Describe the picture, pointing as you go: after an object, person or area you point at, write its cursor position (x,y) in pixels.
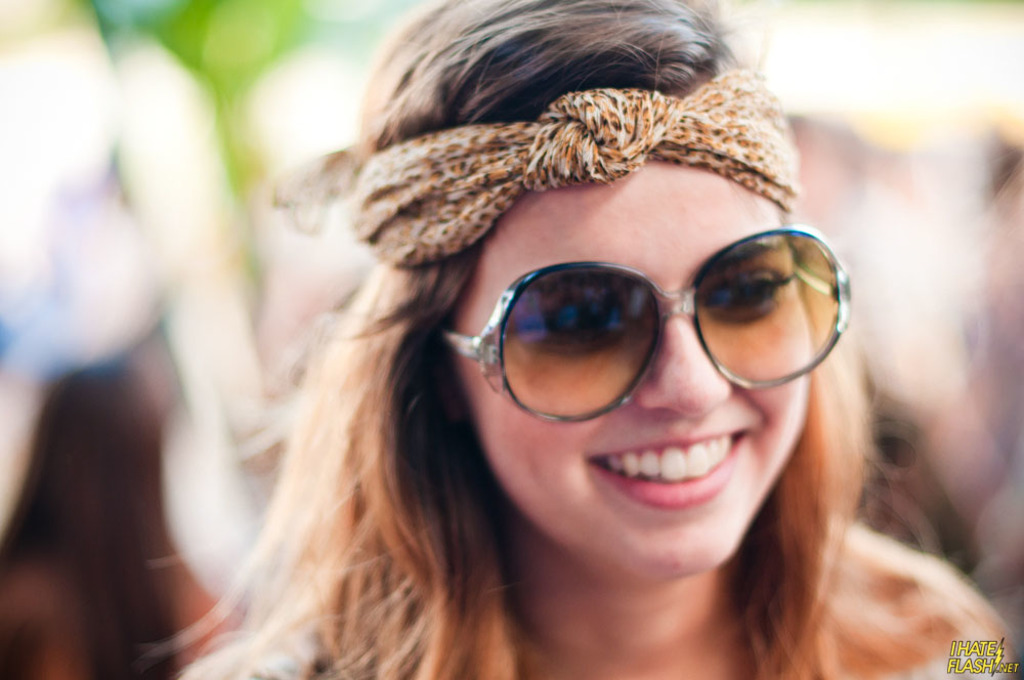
In the middle of the image (625,322) we can see a woman (625,322), she is smiling, behind her we can see blurry background, in the bottom right hand corner (971,648) we can see some text (996,650).
